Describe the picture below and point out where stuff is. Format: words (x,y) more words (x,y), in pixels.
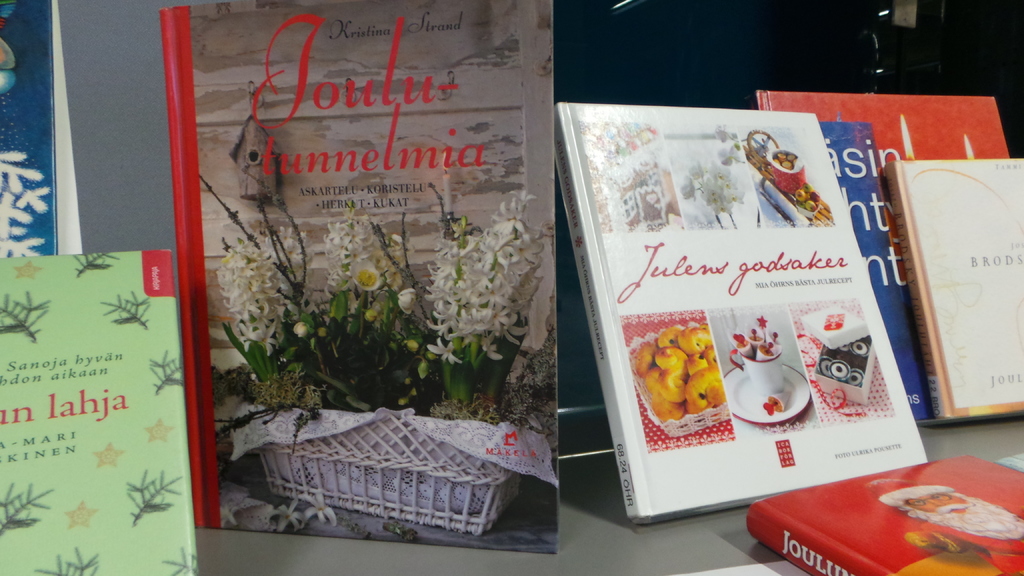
In this image there are books (699,303) on the table (598,563). There are pictures (462,320) and text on the books (768,317). In the center (406,326) there is a book (331,374). On the book (405,453) there is picture (415,414) of a flower pot (419,453). Beside it there is another book (685,406). On that book (767,418) there are pictures (758,378) of a cup (757,380) and saucer (760,406), a box (826,380) and food (700,337).
